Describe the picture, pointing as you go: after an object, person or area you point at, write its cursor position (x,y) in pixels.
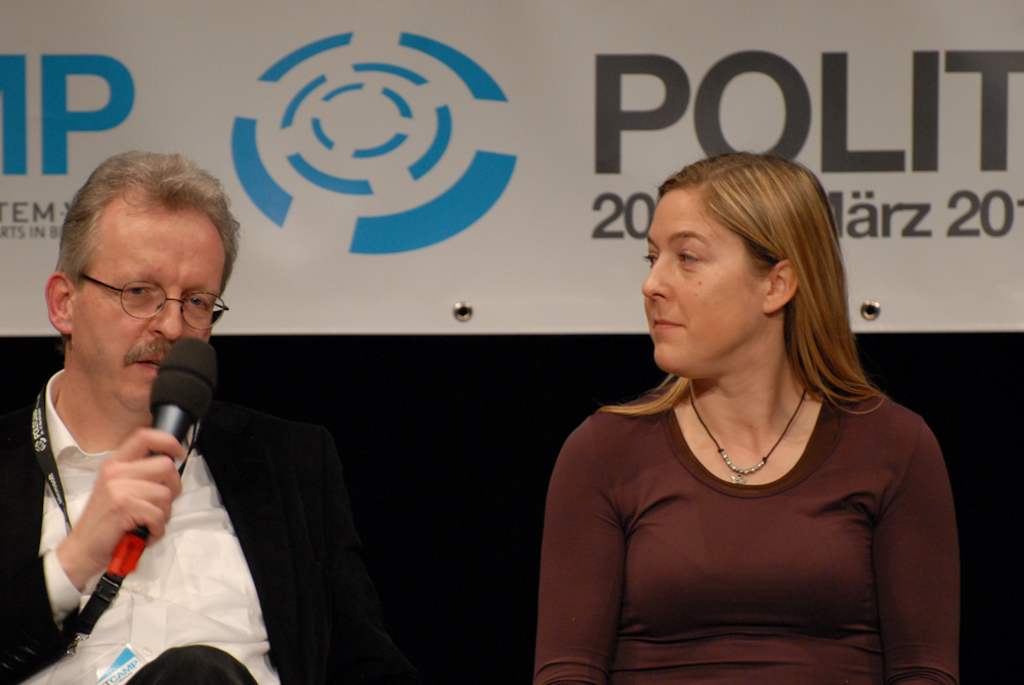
To the left side of the image (60,427) there is a person (190,582) holding a mic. Beside him there is a lady (688,418). In the background of the image (804,122) there is a banner (527,156) with some text (842,105).
